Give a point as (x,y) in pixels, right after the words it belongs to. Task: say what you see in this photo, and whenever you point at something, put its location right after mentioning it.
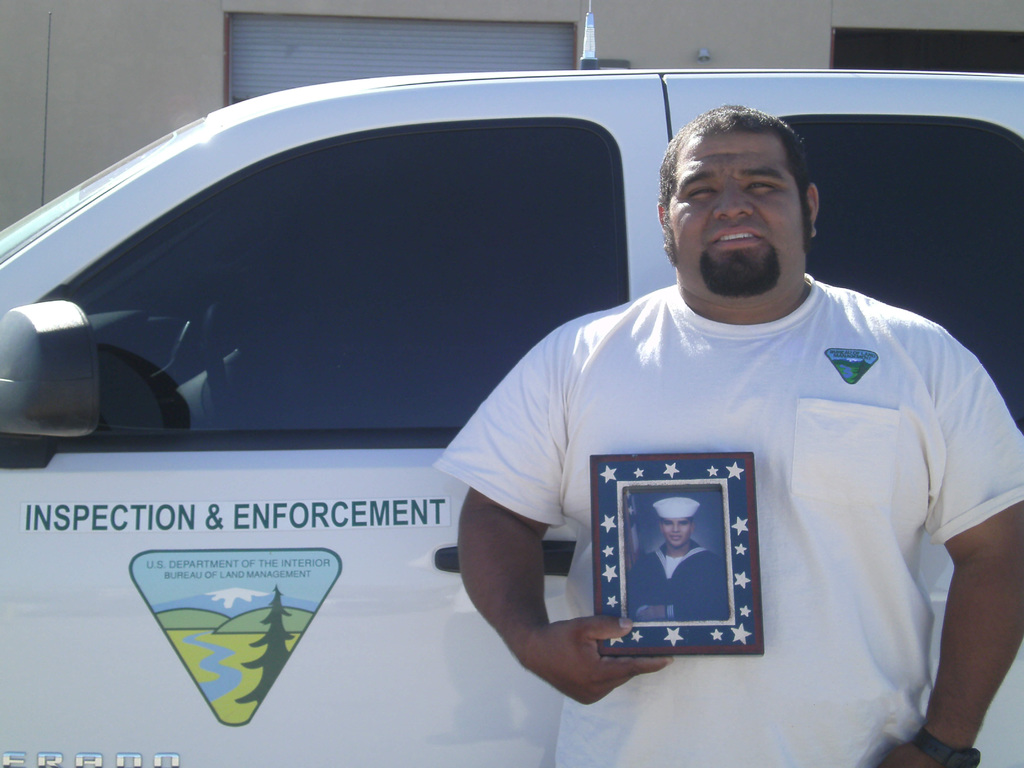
This picture shows a car (466,144) and we see a man (702,691) Standing and holding a photo frame (730,576) in his hand (576,628) and we see a building (457,59) on the back (389,60). The car (7,262) is white in color.
